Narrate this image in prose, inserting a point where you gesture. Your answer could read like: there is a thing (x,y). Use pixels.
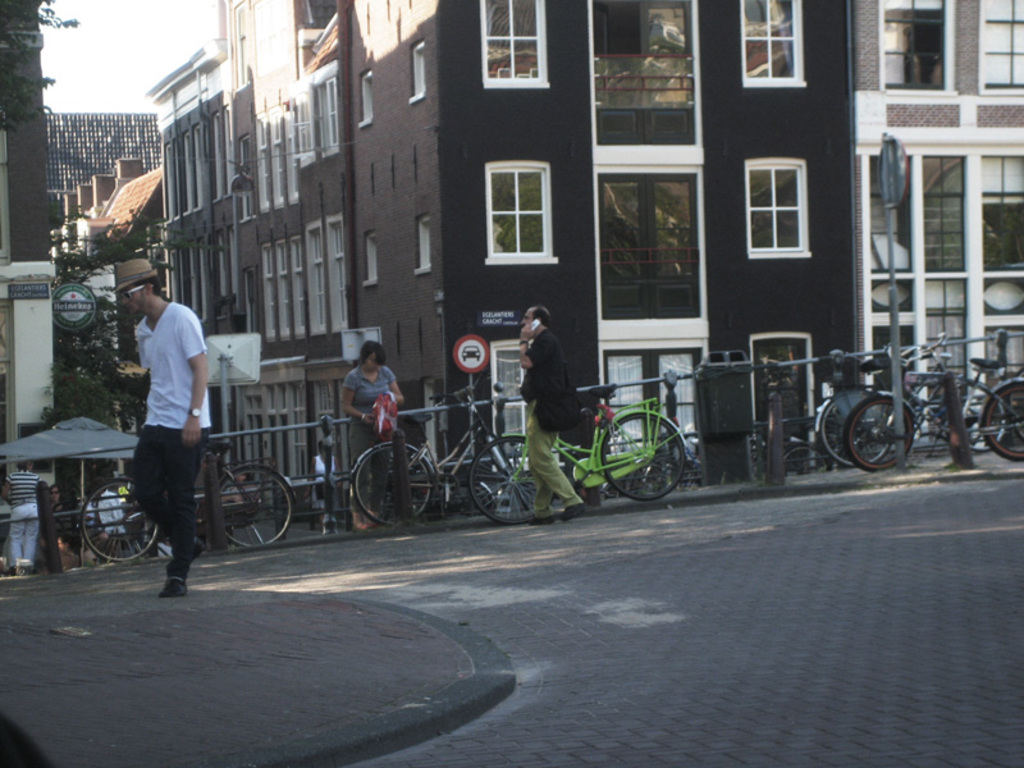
In this picture we can describe about the brown color building (583,262) with white windows (527,214). Behind there are many cycles (579,446) are parked. In front (191,532) side we can see a boy (201,376) wearing white color t-shirt (174,377) and black track (184,520) is walking on the cobble stones (482,565).
